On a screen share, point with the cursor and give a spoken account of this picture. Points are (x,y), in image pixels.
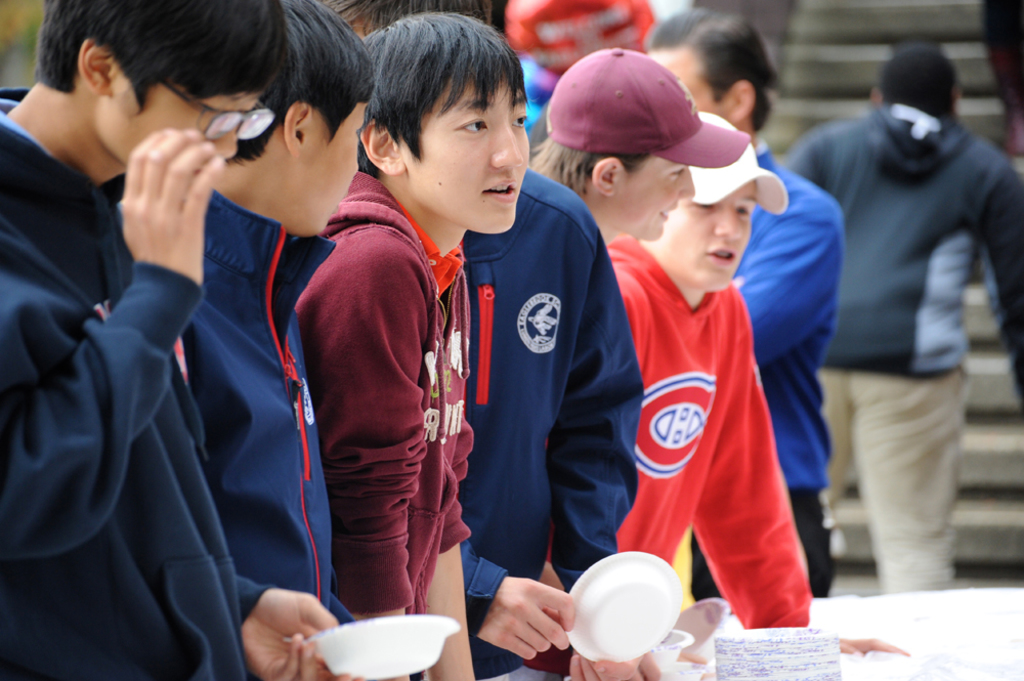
In this image there are a group of boys (543,362) standing and some of them are holding some cups (611,597). At the bottom (971,646) it looks like a table (908,646), and in the background (978,264) there is a staircase (936,40) and some persons (942,250).
